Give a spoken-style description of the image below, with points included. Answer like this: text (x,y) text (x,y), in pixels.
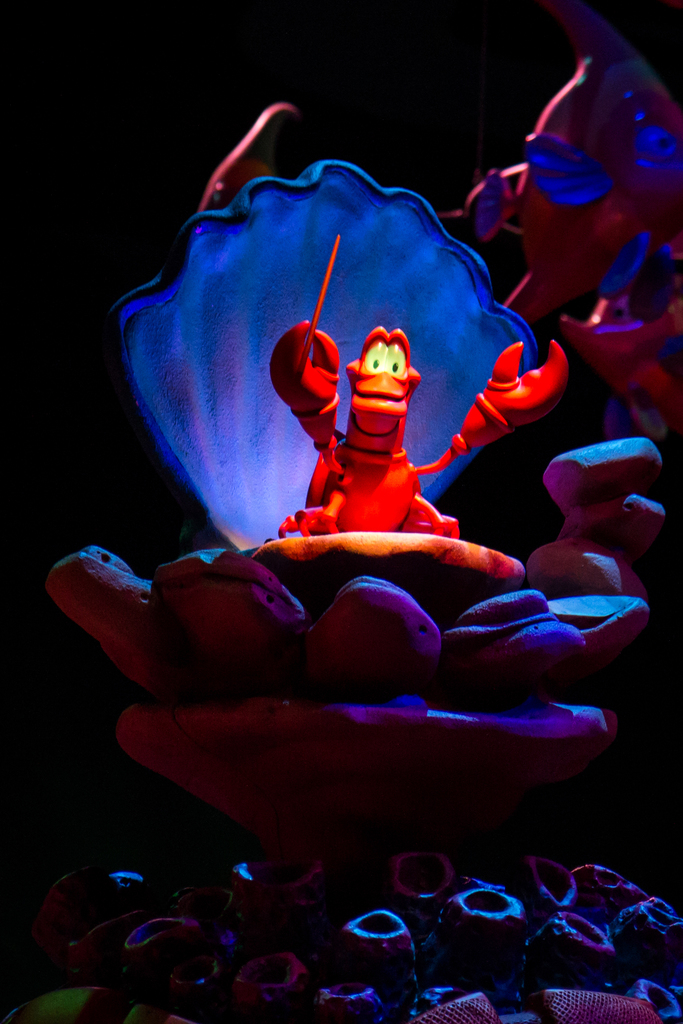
In this picture we can see toys (357,438) and objects (631,632). There is a dark background (132,7).
